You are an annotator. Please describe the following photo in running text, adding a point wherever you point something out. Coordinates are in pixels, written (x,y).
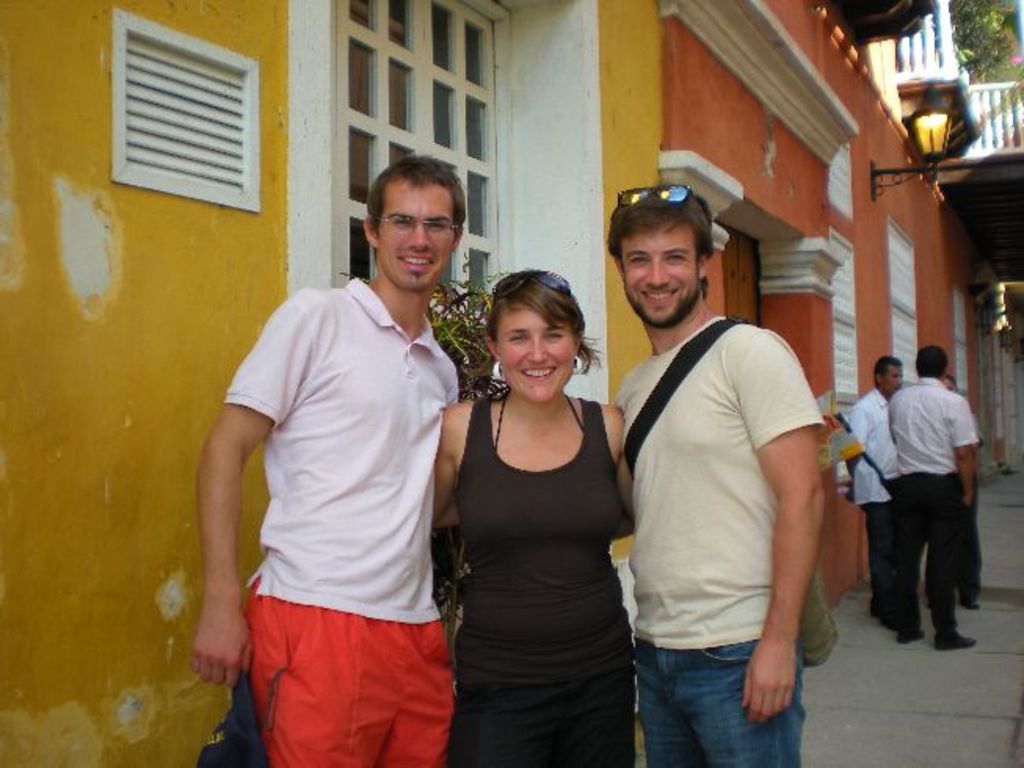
In the image we can see two men (790,599) and a woman (502,551) standing, they are wearing clothes (468,499) and they are smiling. This is a spectacle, cap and goggles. Behind them there are other people (904,448) standing. This is a lamp (924,169), fence (988,124), plant (981,49), footpath (964,698), bag (804,610) and a wall (9,217).
